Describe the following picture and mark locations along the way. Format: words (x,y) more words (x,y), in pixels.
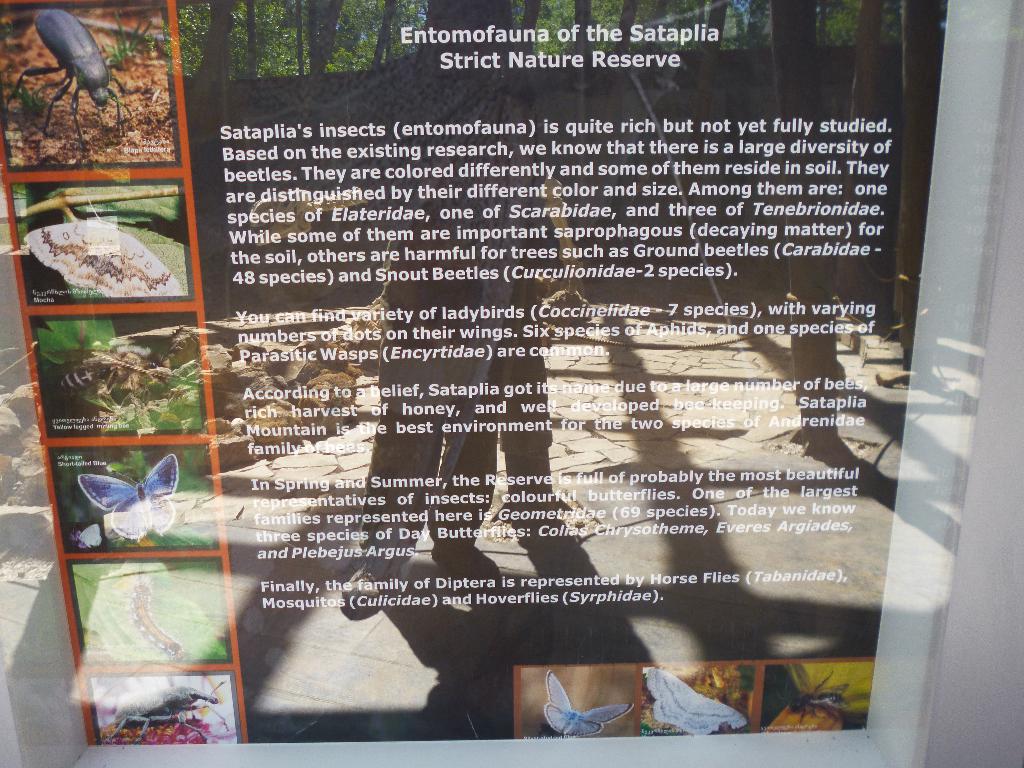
In this image there is a poster (488,363) with some images (179,369) and text (635,378) attached to the wall (981,539).
